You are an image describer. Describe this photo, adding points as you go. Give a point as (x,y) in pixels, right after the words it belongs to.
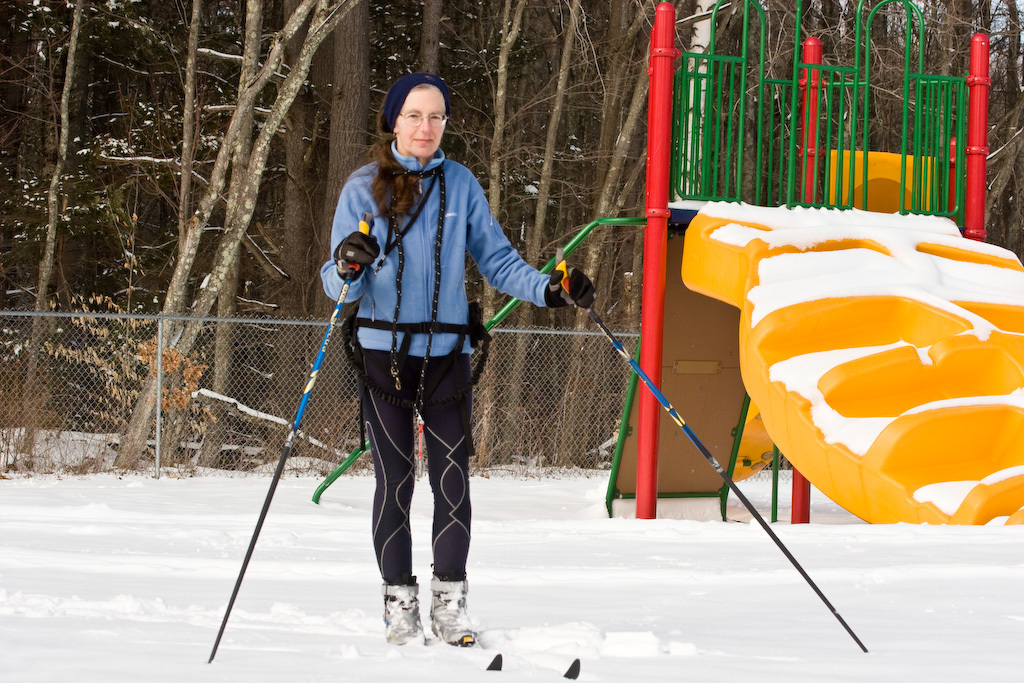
In this image there is a woman (409,386) standing on the surface (307,602) of the snow (426,575) and she is holding sticks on the both of the hands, beside her there is like a slider (1008,351) and there is a net fence (135,371). In the background (175,262) there are trees (597,77).
